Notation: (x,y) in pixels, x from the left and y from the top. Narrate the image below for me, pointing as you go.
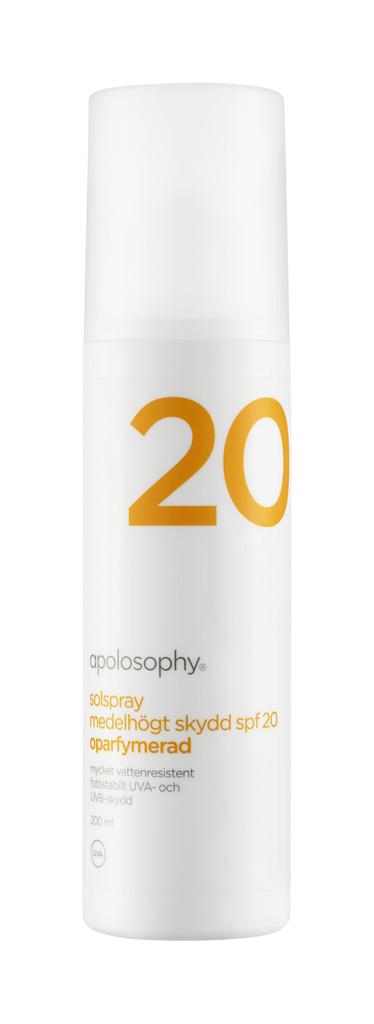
In this image there is a white sol spray bottle (163,657) with a number (219,492) on it. There is also black color text (110,796) on the bottle (124,796).
